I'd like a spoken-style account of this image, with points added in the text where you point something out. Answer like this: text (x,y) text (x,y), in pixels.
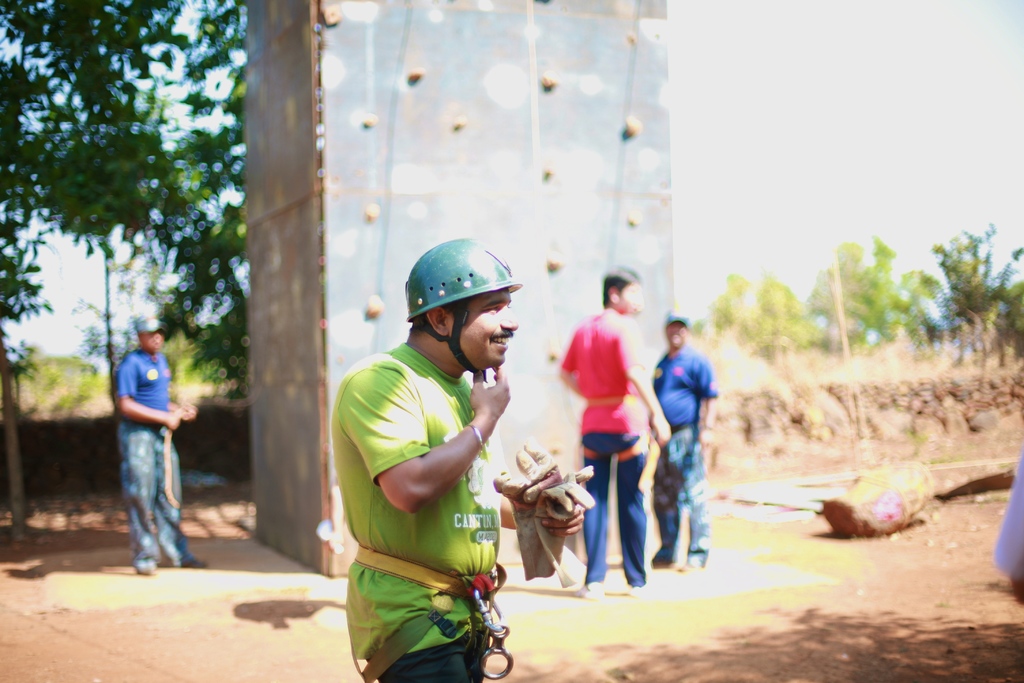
In the picture I can see people (601,471) among them the man (434,410) in the front of the image (434,470) is wearing a helmet (457,349) and holding an object (544,527) in the hand (561,528). In the background (716,235) I can see trees (225,295), the sky (832,155) and some other objects (760,508) on the ground (782,528). The background of the image (768,520) is blurred.
